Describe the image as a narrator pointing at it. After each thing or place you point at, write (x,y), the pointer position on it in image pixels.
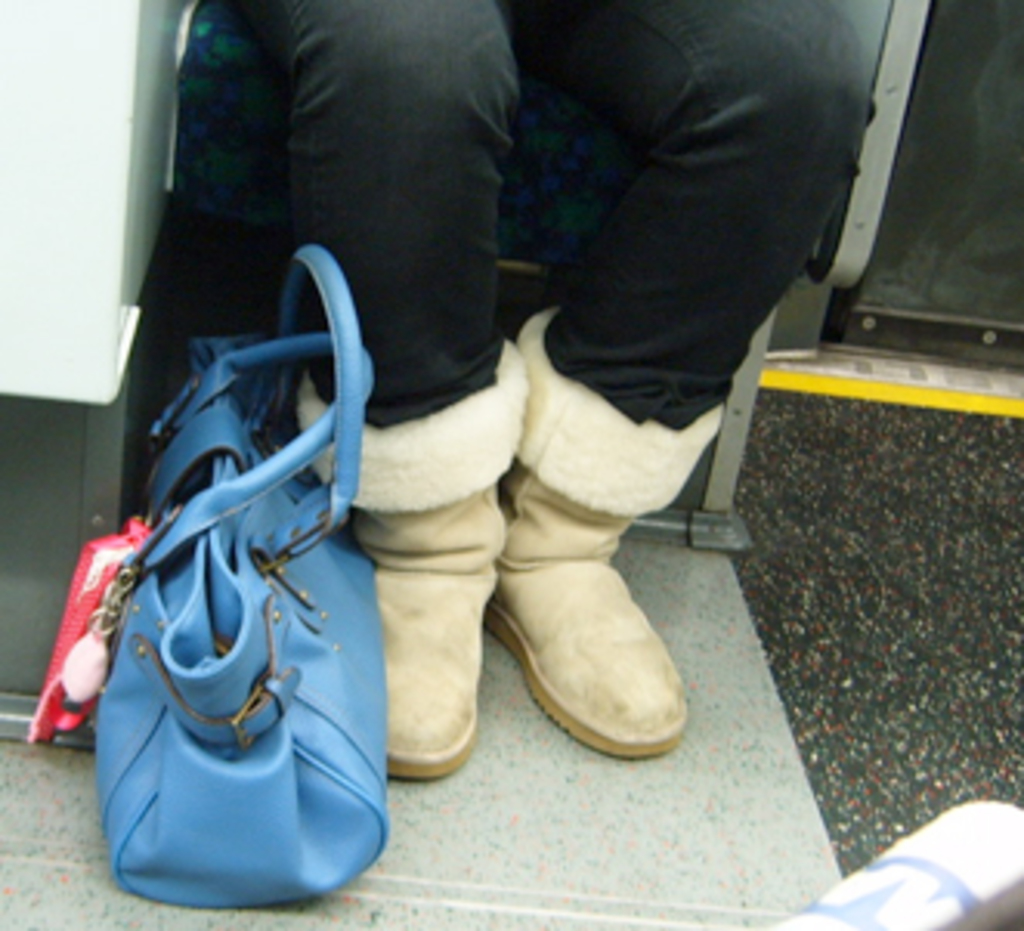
There is a blue colored leather handbag (250,667) placed on the floor (406,888). These are the persons legs (434,261) wearing a trouser (422,175) and cream colored shoes (483,589). I think the person (455,121) is sitting on the chair (522,134). I can see some pink colored object (65,726) which is attached to the hand bag (225,629).
